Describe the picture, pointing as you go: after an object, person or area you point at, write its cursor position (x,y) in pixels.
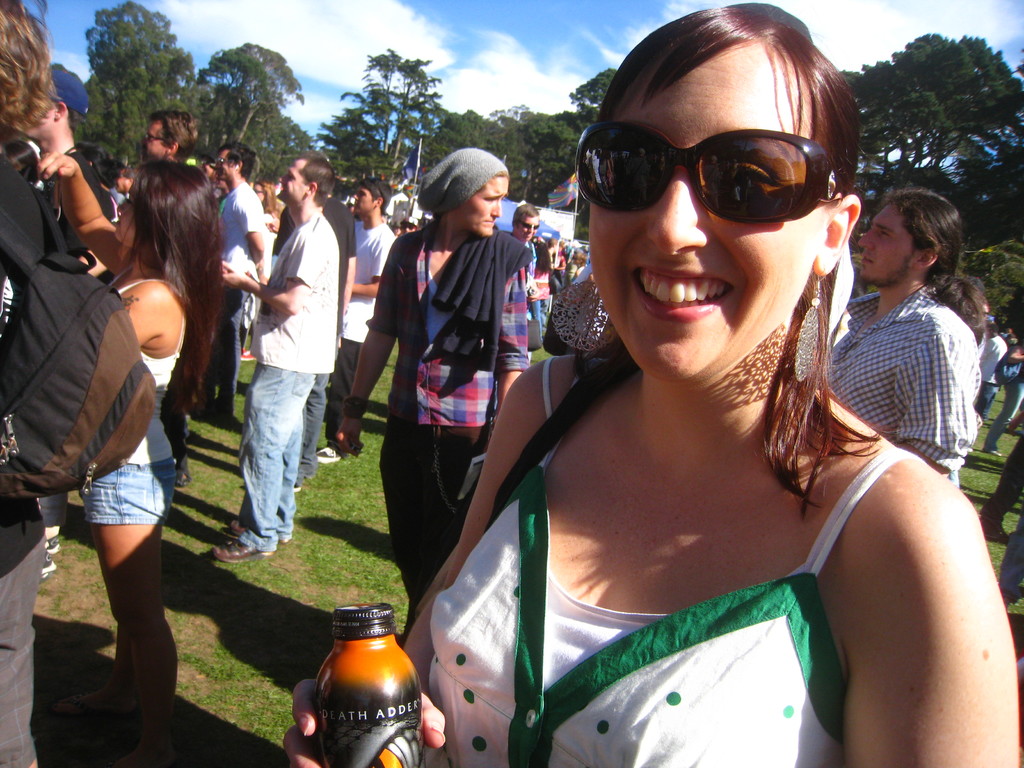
In the middle of the image (654,259) few people (111,237) are standing. Top right side of the image (934,114) there are some trees (921,148). Top left side of the image (197,139) there are some trees (416,108). At the top of the image (553,42) there are some clouds (318,7) and sky (487,13).
